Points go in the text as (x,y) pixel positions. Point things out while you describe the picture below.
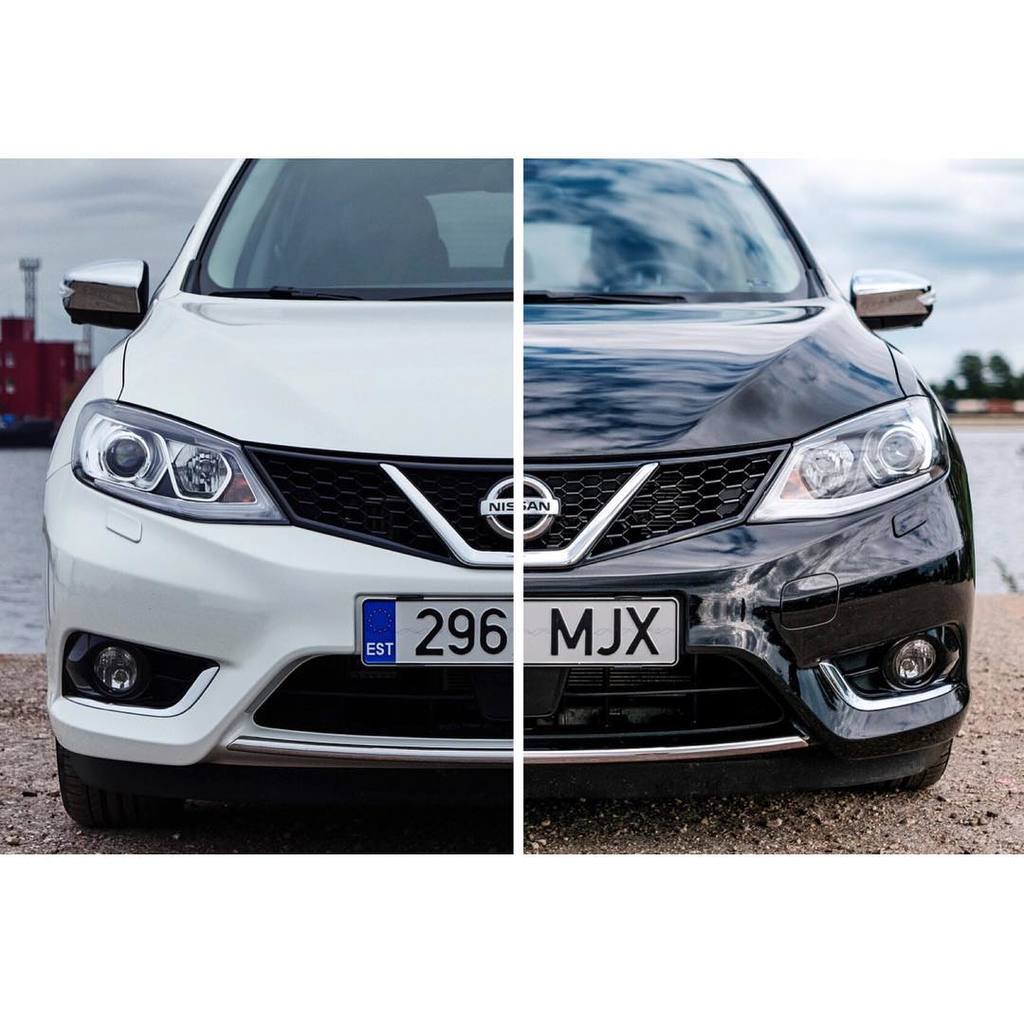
This is a collage image of two vehicles (336,409). Behind the vehicles (564,375) there are trees (959,388) and some blurred objects (9,354). Behind the trees (963,368) there is the sky (928,233).
